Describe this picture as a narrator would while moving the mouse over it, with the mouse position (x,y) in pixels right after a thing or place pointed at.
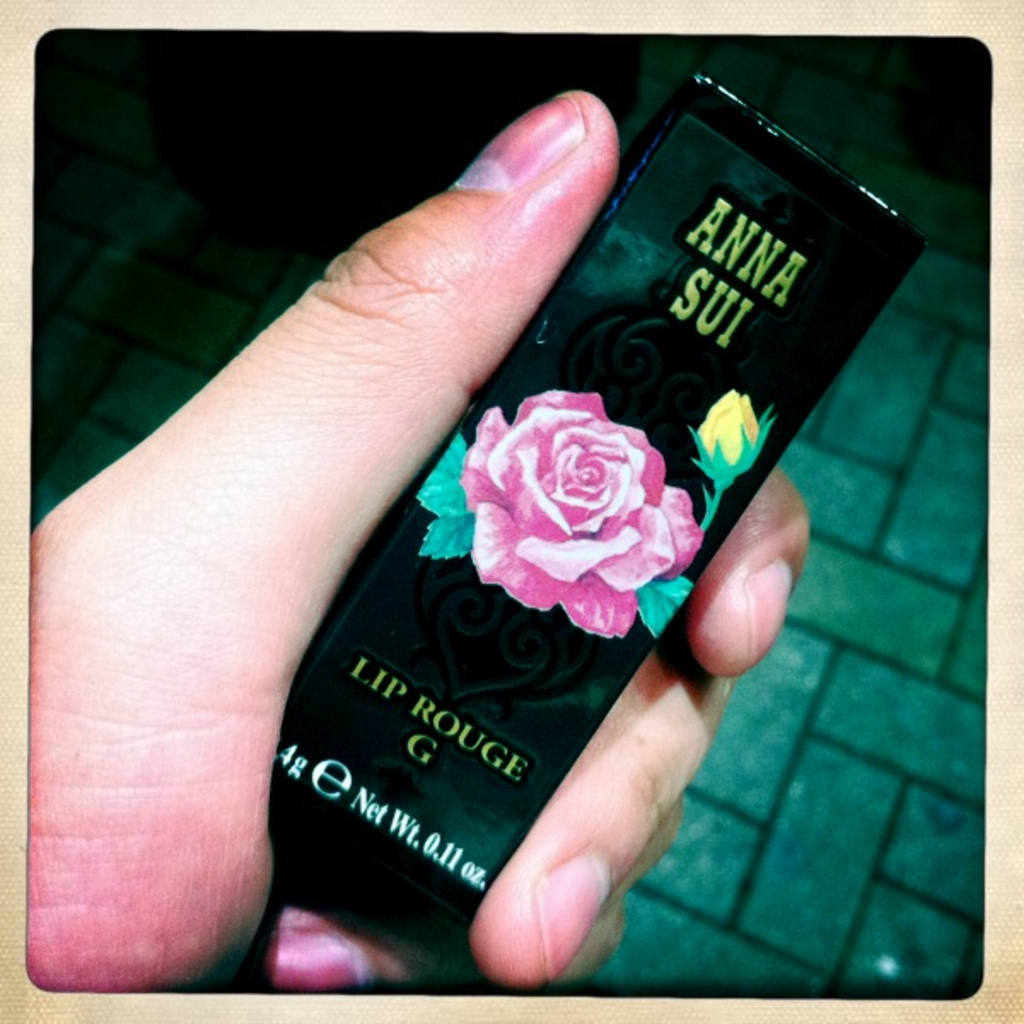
In this picture we can see an object (526,524) holding with hand (276,695). In the background of the image (854,108) we can see floor (866,125).
